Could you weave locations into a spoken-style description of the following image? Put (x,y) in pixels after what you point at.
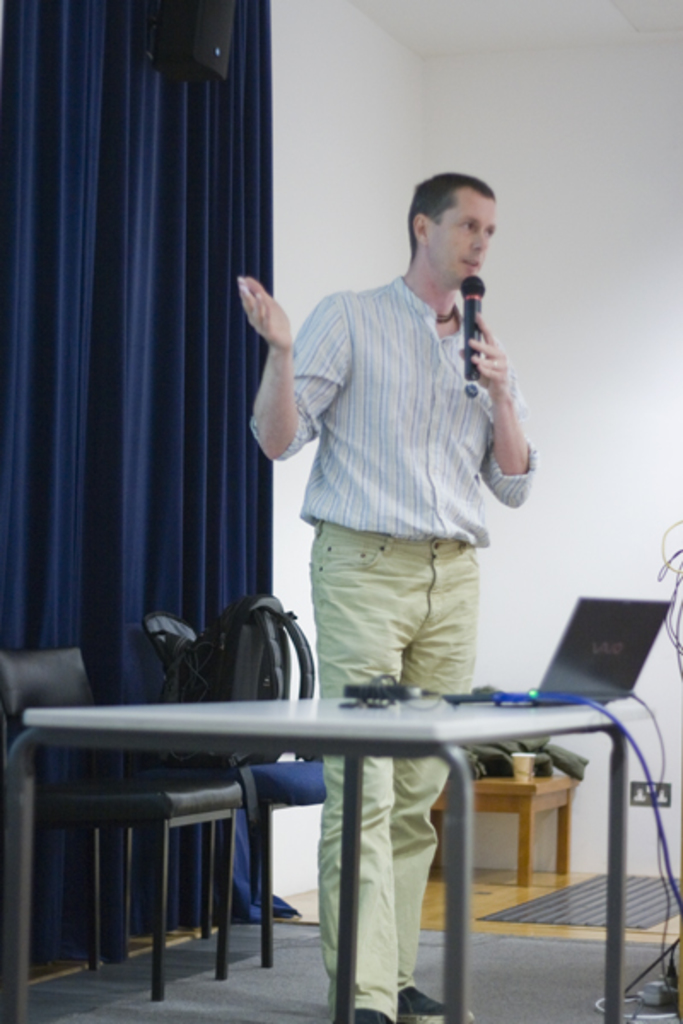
In this picture there is a man (356,552) who is holding a mic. He is standing near to the chairs (275,804) and table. On the table (599,733) I can see the laptop (597,656) and charger (364,693). In the back (516,761) I can see some clothes (506,775) and cup (521,770) which is kept on the table (507,787). Beside that I can see the blue color cloth (267,565) which is hanging from the roof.
